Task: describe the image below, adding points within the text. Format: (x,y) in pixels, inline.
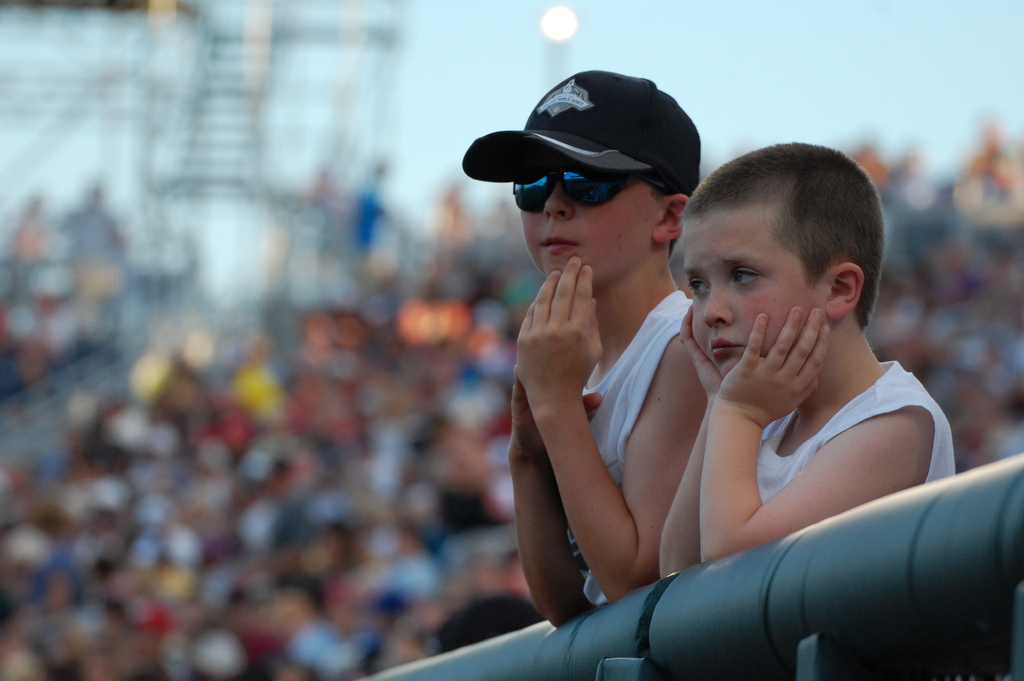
In this image I can see two person (730,335) standing wearing white color shirt (667,322). Background (503,288) I can see group people (77,419) sitting and the sky (463,60) is in white color.
